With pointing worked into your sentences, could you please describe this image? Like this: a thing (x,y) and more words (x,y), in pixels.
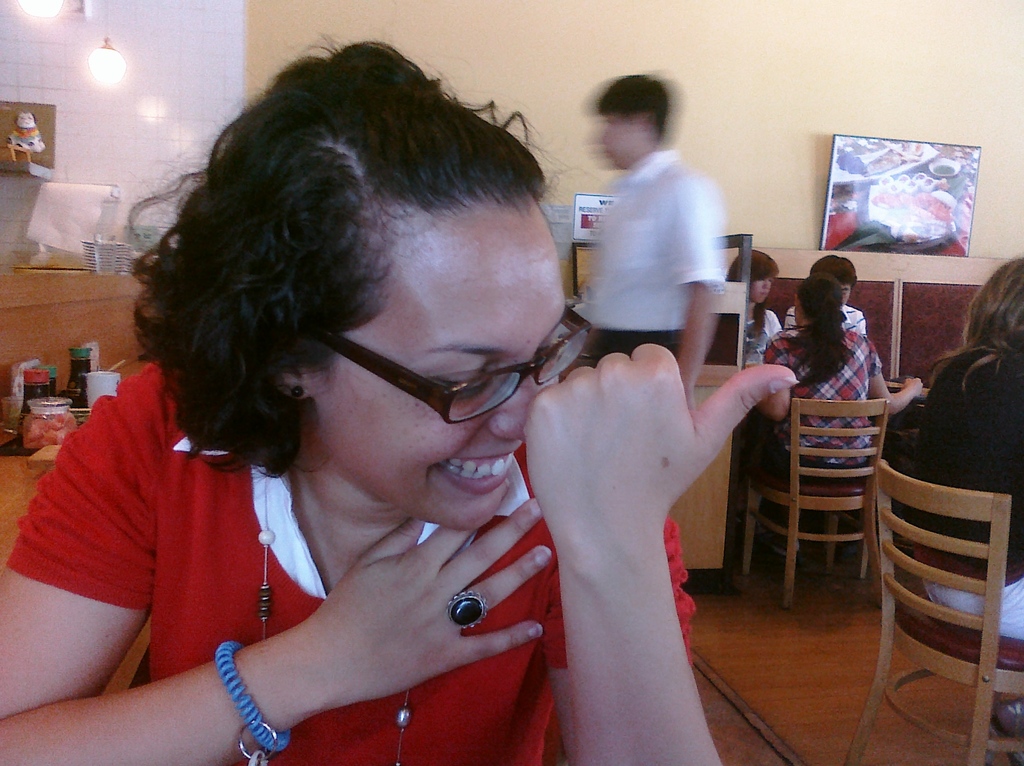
In this picture there is a woman (418,478) sitting and smiling. At the back (679,248) there is a man (669,260) walking and there are group of people (805,457) sitting. On the left side of the image (99,375) there are bottles (80,362) and there are objects (39,434) on the table (13,481) and there is an object (28,137) on the wall (45,97). At the top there are lights (52,4). On the right side of the image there is a board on the wall (731,174) and there is a board (588,217) on the table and there is text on the board (598,201). At the bottom (763,639) there is a floor (766,624).
